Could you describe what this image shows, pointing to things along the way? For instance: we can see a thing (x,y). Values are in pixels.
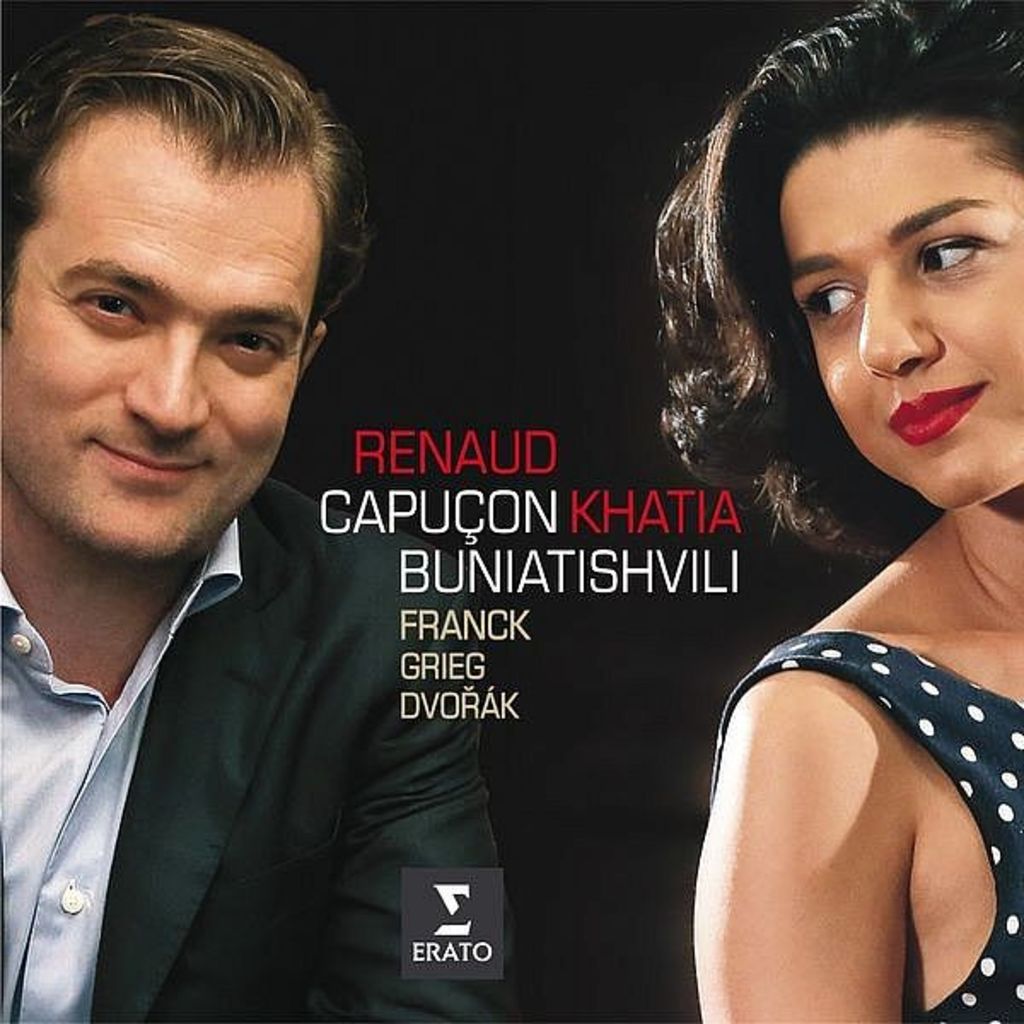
In this picture we can see a man (216,464) and a woman (950,645) here, there is some text (508,507) here, we can see dark background (546,143).
